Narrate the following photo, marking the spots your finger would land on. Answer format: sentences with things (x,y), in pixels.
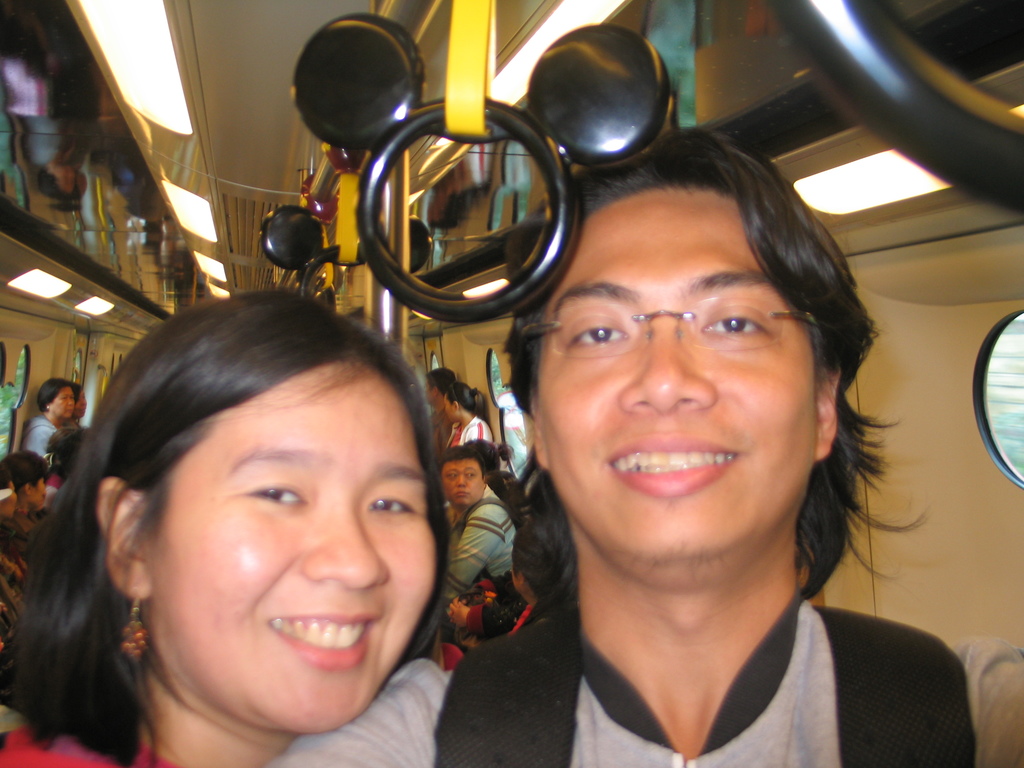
In this image, we can see few people (563,468) inside a vehicle (725,20).
